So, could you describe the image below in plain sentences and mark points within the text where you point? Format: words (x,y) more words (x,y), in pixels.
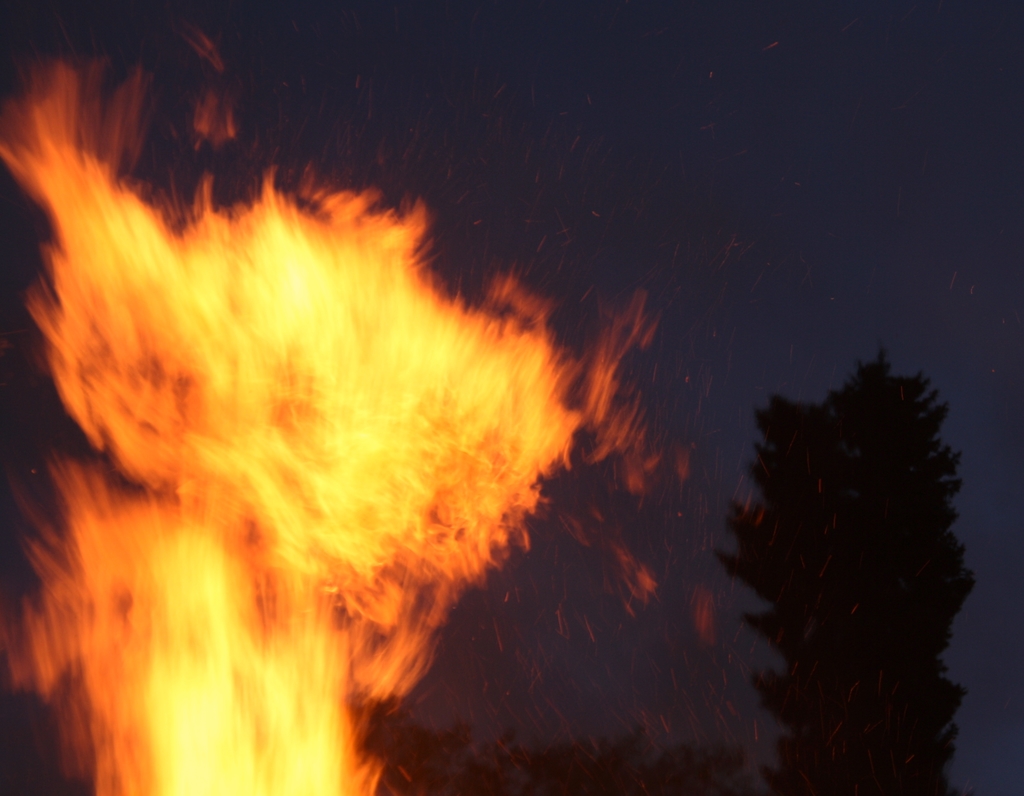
In this picture we can see fire (243,477) and a few trees (405,752) in the background (924,551).
